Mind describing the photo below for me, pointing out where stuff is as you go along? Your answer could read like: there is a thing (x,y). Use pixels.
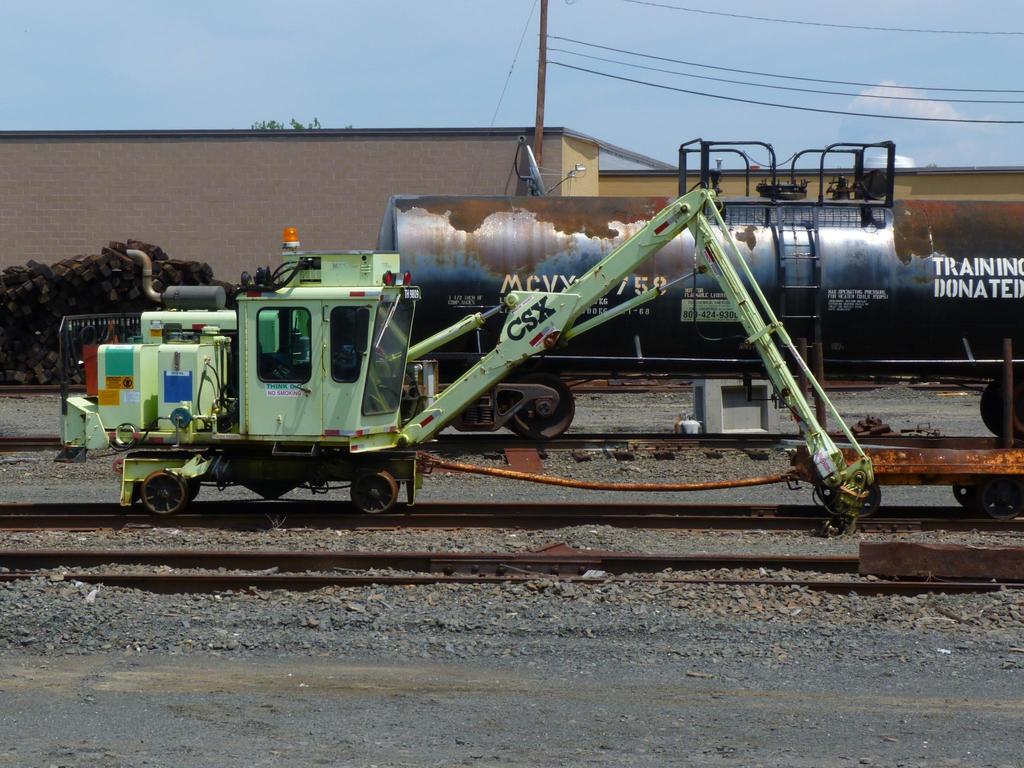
This image is taken outdoors. At the top of the image (364,56) there is the sky (760,78) with clouds (856,115). At the bottom of the image (212,661) there is a ground (286,654) and there is a house (496,193). There are a few wooden sticks (71,289) and there is a pole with a few wires (646,66). In the middle of the image (409,414) a vehicle (356,402) is parked on the track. There are a few tracks (620,506) and a tank car (587,205) is parked on the track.
